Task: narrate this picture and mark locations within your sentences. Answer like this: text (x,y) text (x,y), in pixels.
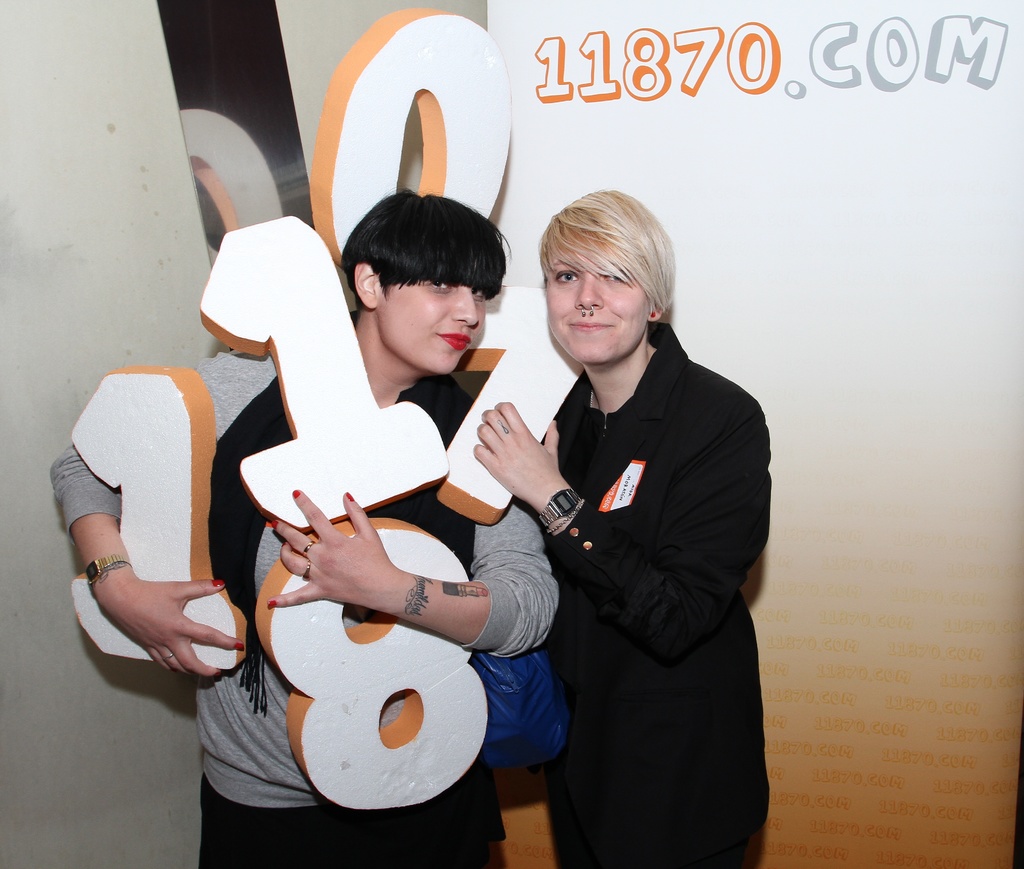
In this image in front (631,844) there are two persons (473,576) standing on the floor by holding the digits (408,418). On the backside of the image (160,701) there is a wall (118,226).
